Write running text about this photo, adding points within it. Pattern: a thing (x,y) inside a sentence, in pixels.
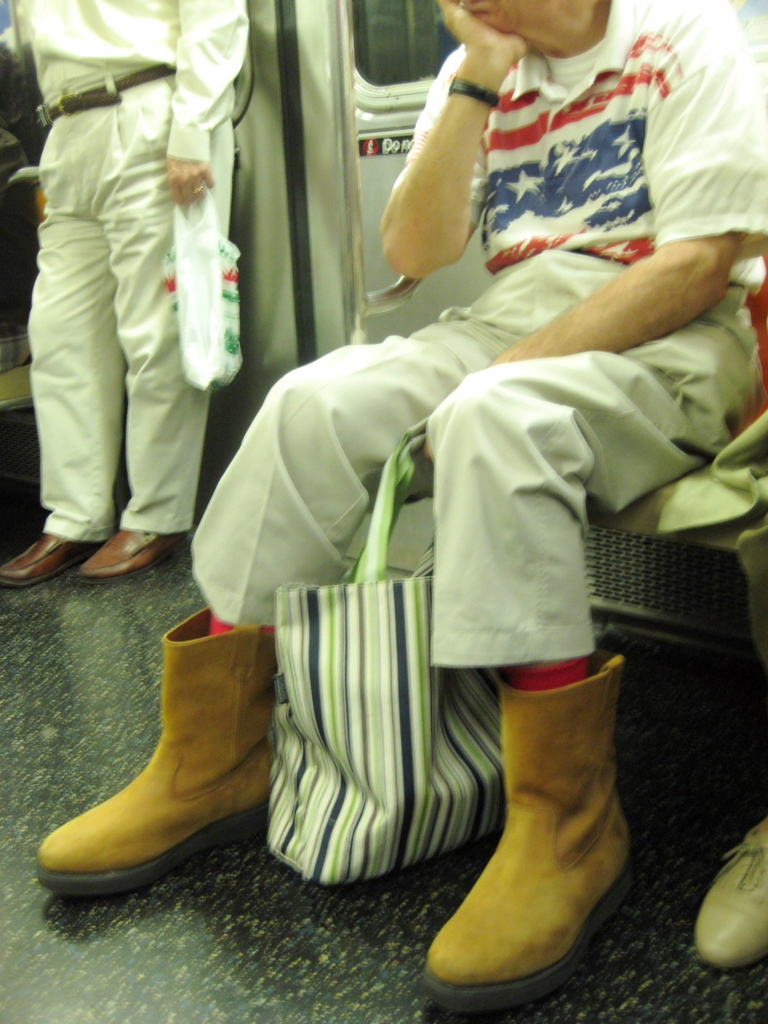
In this picture a person (548,394) is seated on the chair (651,500) in the vehicle (378,251), he is keeping a bag (331,608) between his feet (255,792).
